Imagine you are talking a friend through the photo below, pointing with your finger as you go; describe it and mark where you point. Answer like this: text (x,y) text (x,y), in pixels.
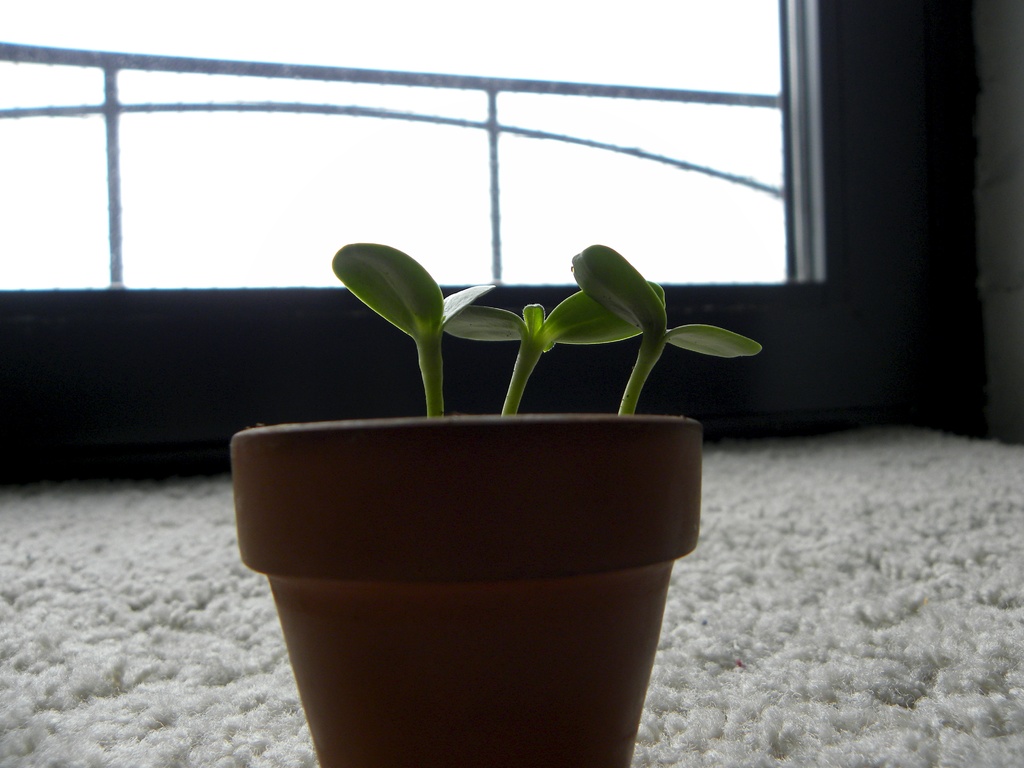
In this image we can see a plant (422,314) in a flower pot (528,561). At the bottom of the image (785,675) there is carpet (775,636). In the background of the image (782,400) there is wall (782,420). There is a railing (16,54).
